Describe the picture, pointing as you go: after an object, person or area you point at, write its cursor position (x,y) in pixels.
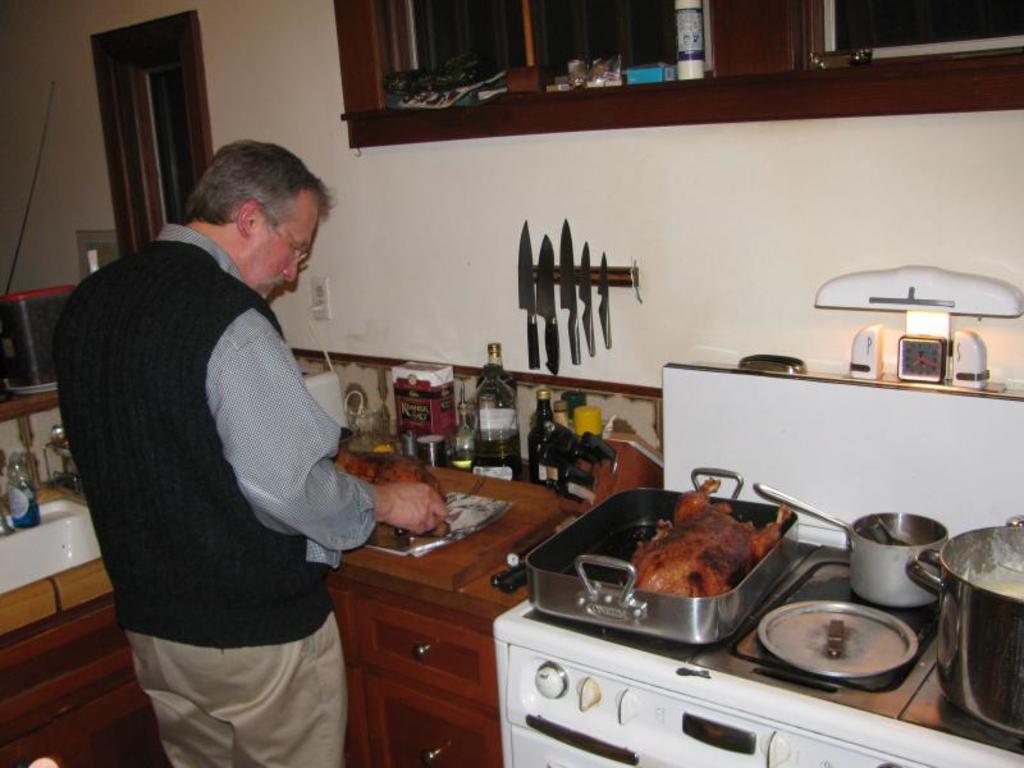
In this image we can see a person (170,591) wearing black jacket (208,594) is standing here. Here we can see meat (695,543) kept in the pan (602,582), a few more bowls (1013,527) kept on the stove (623,658), we can see wooden drawers (402,684), bottles (587,424), knives (526,283), clock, lamp (1005,308) and a few more objects (433,398) kept here. In the background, we can see the windows (576,16) and the door (198,136).
